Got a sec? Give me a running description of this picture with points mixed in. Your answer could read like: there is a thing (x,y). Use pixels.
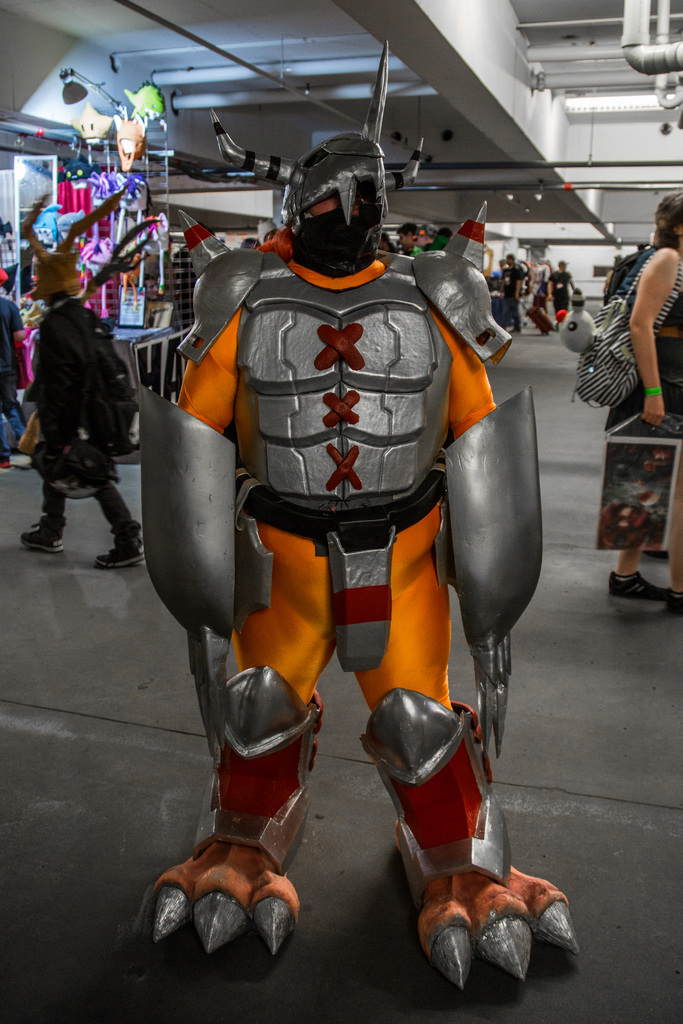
In the center of the image (383,521) we can see a person (261,561) in a costume (264,504) and there are people (657,245). In the background (642,221) there is a wall (650,217) and we can see pipes (492,167). On the left (127,276) there are toys (127,276) placed on the table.
